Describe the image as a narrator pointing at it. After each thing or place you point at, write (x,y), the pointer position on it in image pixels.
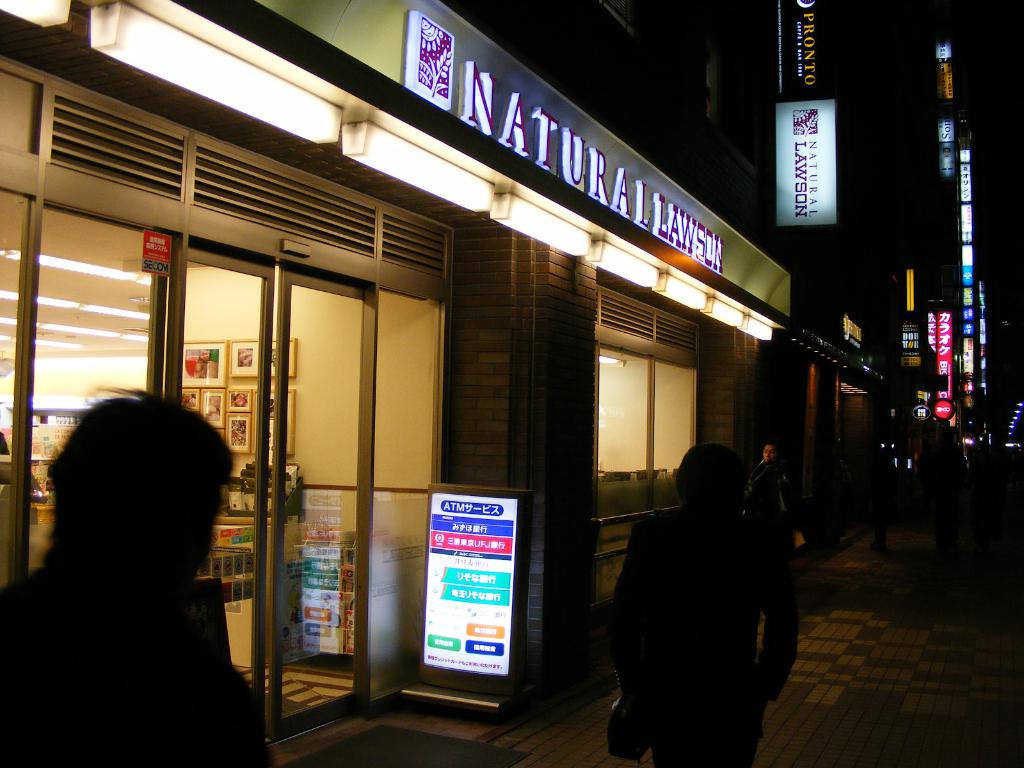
On the right side of the picture (967,250) we can see the hoardings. In this picture we can see the stores (25,363). Through glass (294,446) inside view is visible and we can see the lights (113,316), frames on the wall (196,325) and we can see few objects (73,414). This picture is captured during the night time and we can see the people (11,652).
